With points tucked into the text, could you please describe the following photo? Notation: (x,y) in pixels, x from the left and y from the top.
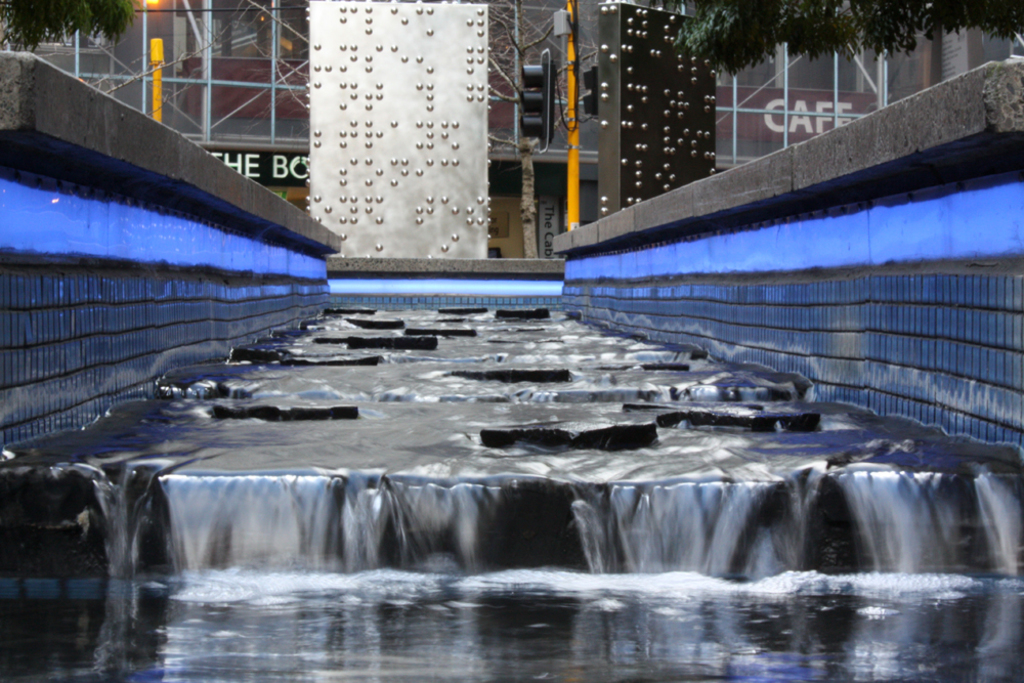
In the foreground of this image (482,358), there is a flat surface water fall (401,461) on which we can see few stones (325,418). In the background (228,85), there is glass building (778,123), pole (570,105), few boards like objects (423,141) and trees (824,21) at the top (112,15).
